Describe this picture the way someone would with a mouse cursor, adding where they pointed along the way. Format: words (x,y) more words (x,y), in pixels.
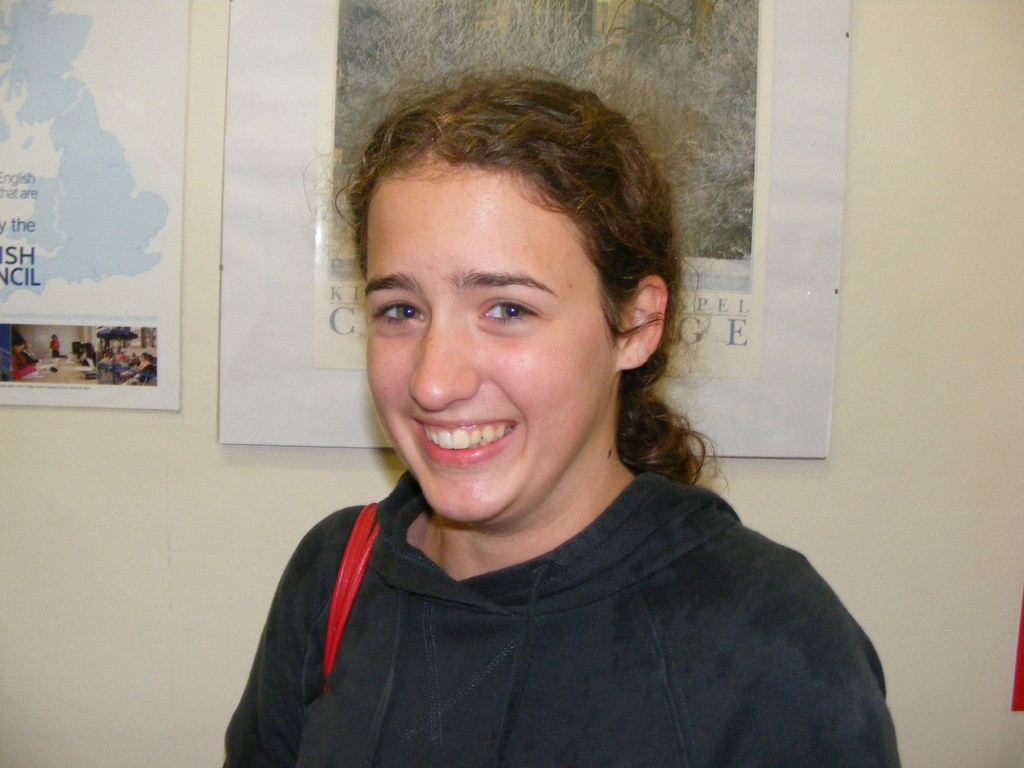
In the foreground of this picture (565,329) we can see a woman (473,366) smiling and standing. In the background (266,73) we can see the posters (281,99) containing the depictions of persons (123,352) and the depictions of some other items (392,69) are hanging on the wall (908,82) and we can see the text (734,331) on the posters (74,222).
